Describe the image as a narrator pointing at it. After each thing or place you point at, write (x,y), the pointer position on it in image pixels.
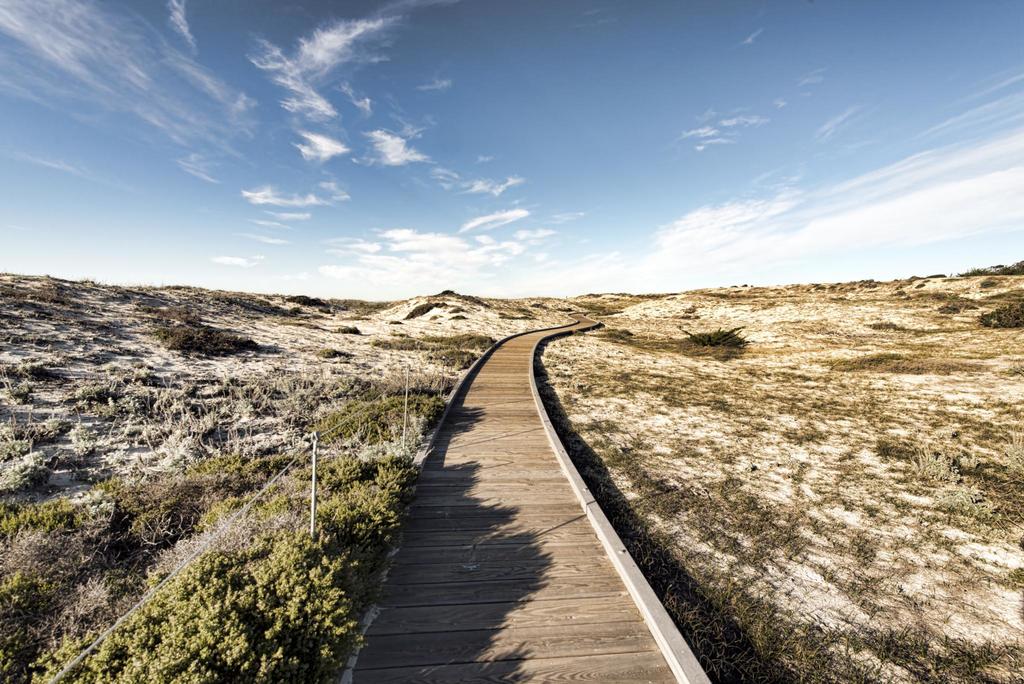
In this image I can see the wooden path (540,583). To the side of the path (569,574) I can see the plants (326,488) and the ground (395,326). In the background (347,215) I can see the clouds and the blue sky (527,111).
